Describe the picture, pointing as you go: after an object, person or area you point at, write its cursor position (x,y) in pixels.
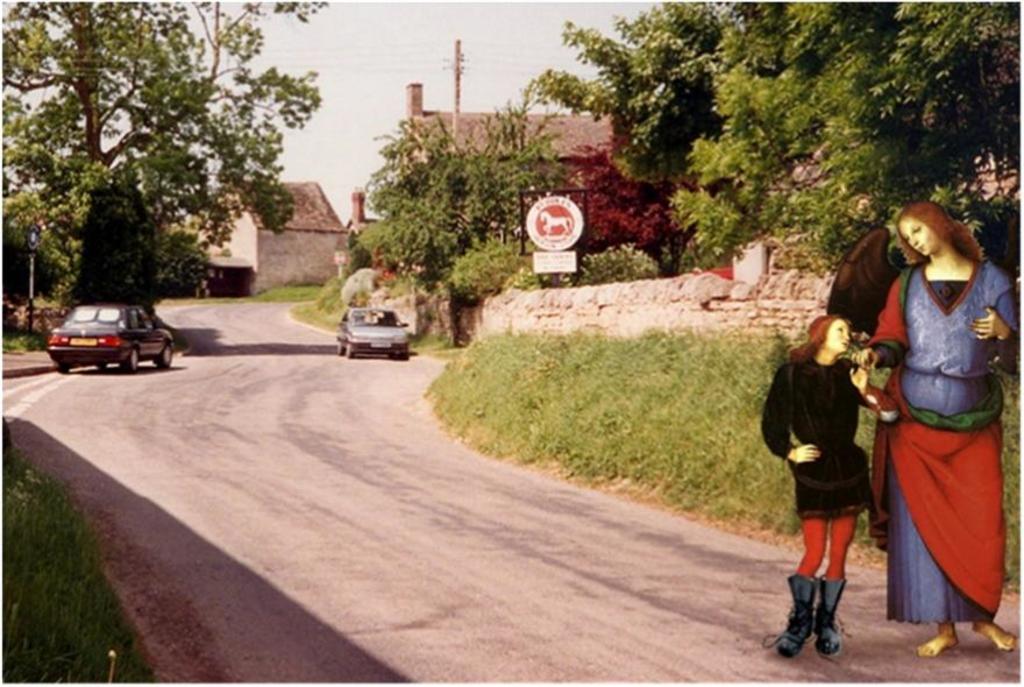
There are vehicles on the road (396,593), here there are trees (611,183) and houses (582,156), people (908,438) are standing, this is sky (370,69).
